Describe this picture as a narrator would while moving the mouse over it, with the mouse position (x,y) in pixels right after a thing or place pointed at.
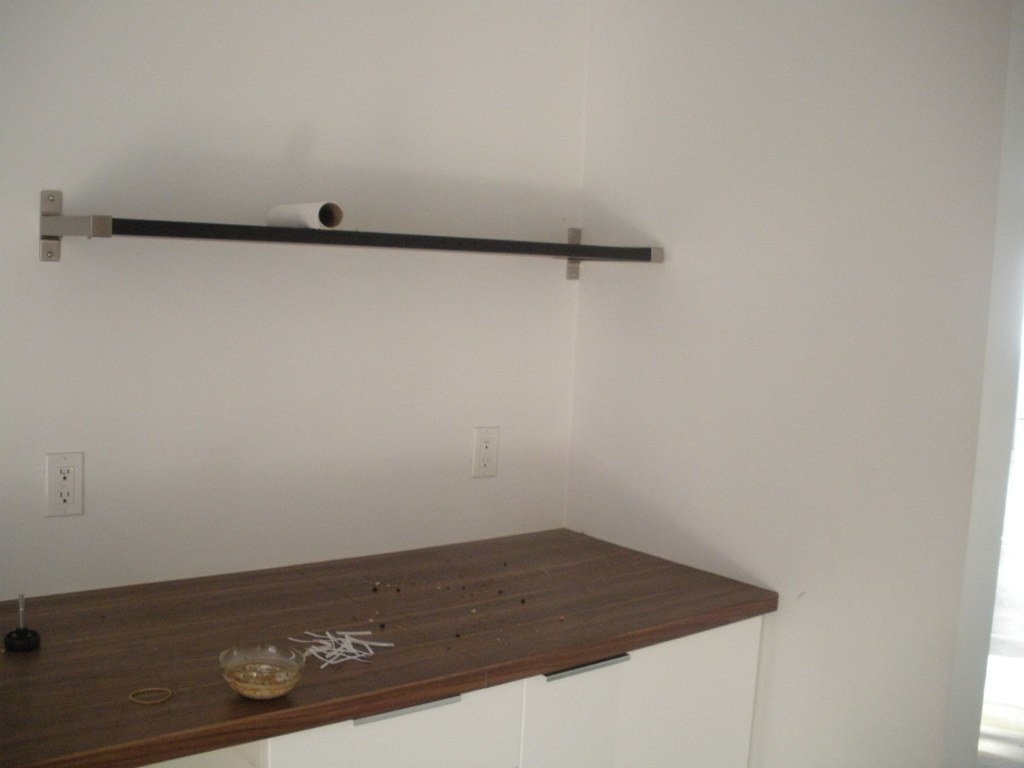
There is a glass bowl (301,651) and other items (325,652) on a surface (360,624). Below that there are white cupboards (580,708). There are sockets (72,459) and a ledge shelf (551,248) on the wall (110,305).
